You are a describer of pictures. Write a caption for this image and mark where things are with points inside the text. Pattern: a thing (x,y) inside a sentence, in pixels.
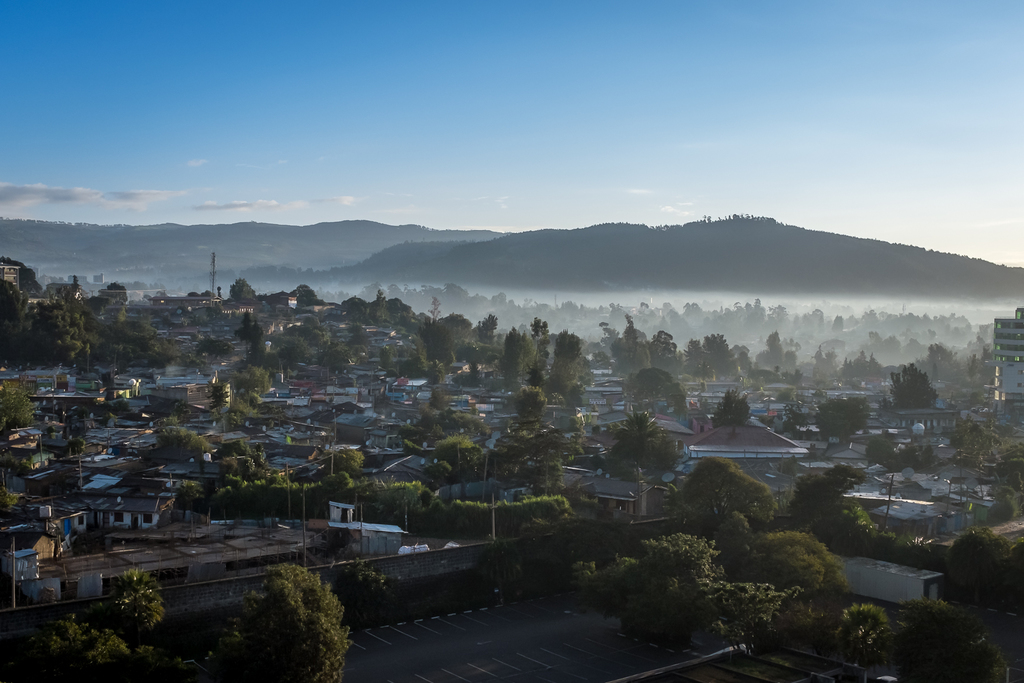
In the picture there are many trees (582,391), there are buildings (184,378), there are many poles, there are hills (890,247), there is a clear sky (603,219).
